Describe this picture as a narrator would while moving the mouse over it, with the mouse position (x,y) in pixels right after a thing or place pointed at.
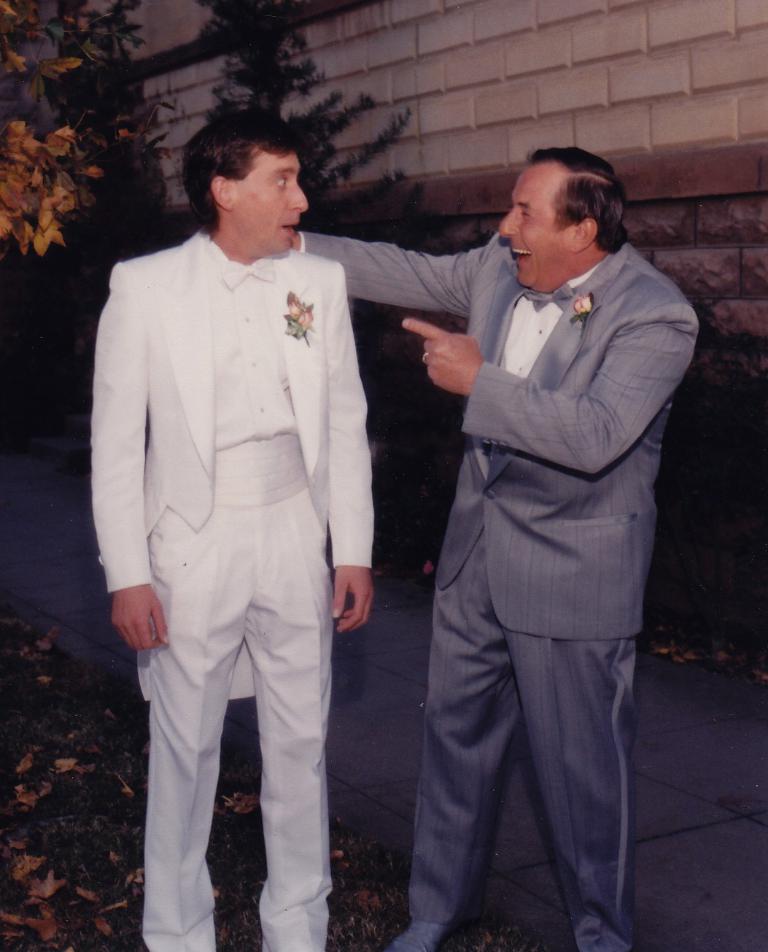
In this image we can see two men (240,572) standing. In the back (406,164) there is a brick wall (674,151). Also there are branches (104,98) of trees (104,98). On the ground (69,743) there is dried leaves (46,937).
